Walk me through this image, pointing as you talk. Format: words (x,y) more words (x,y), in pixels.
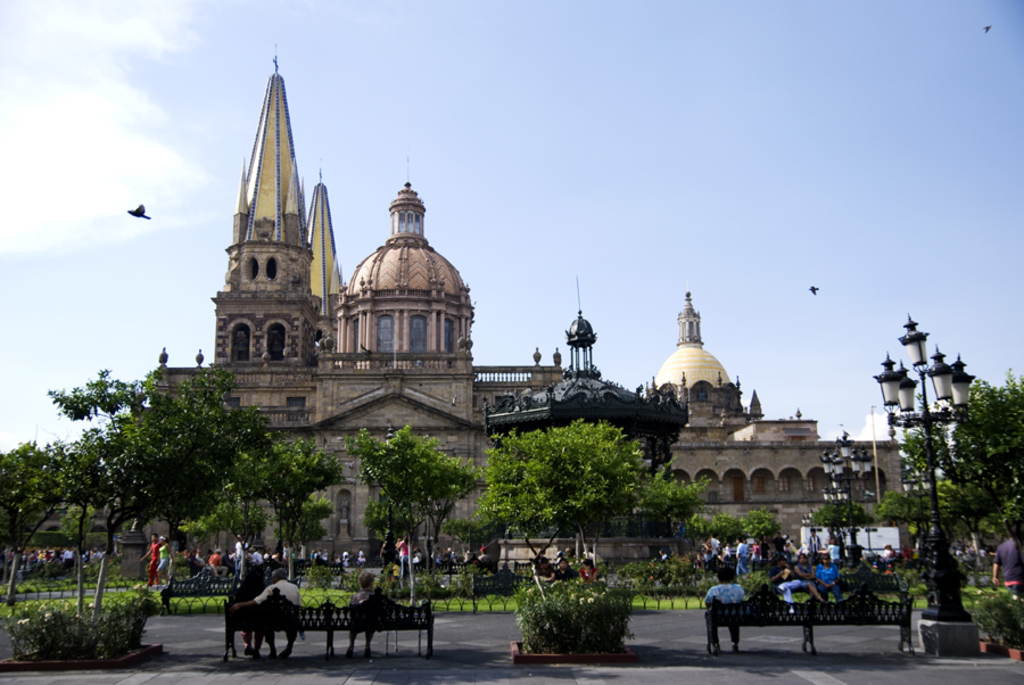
In this image I can see the ground (496,610), few benches (328,608), few trees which are green in color, few persons (261,602) sitting on benches (861,619), few persons (763,539) standing, a pole (942,616) with lights (894,398) on top of it and few buildings (683,443). I can see few birds (813,286) flying in the air and the sky (187,199) in the background (332,173).
